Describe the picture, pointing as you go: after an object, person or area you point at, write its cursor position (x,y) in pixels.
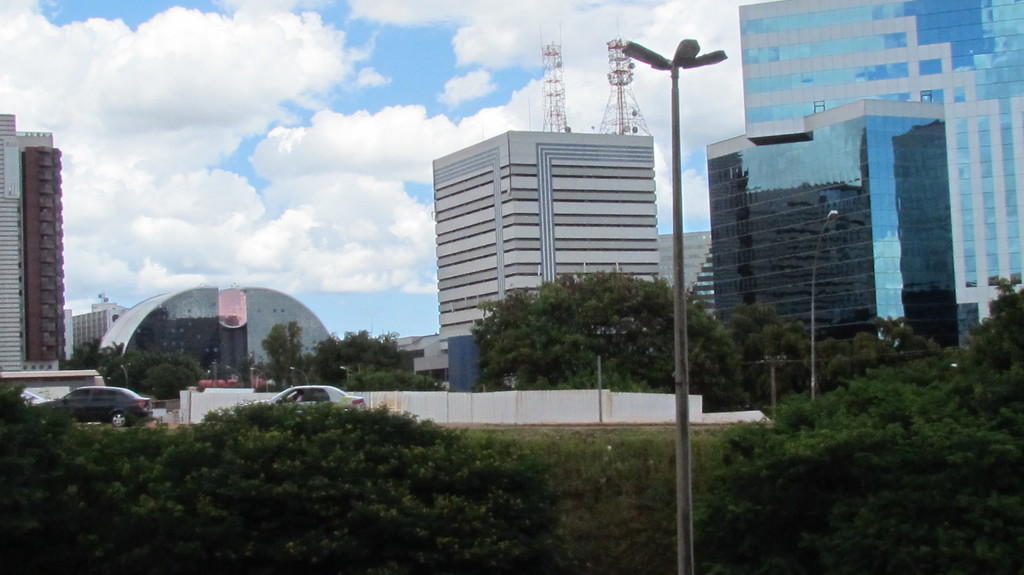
In this image we can see a few buildings (434,348), there are some vehicles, poles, lights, trees (400,453) and towers (562,90), also we can see the wall (477,421), in the background (212,175), we can see the sky (217,161) with clouds (215,148).
